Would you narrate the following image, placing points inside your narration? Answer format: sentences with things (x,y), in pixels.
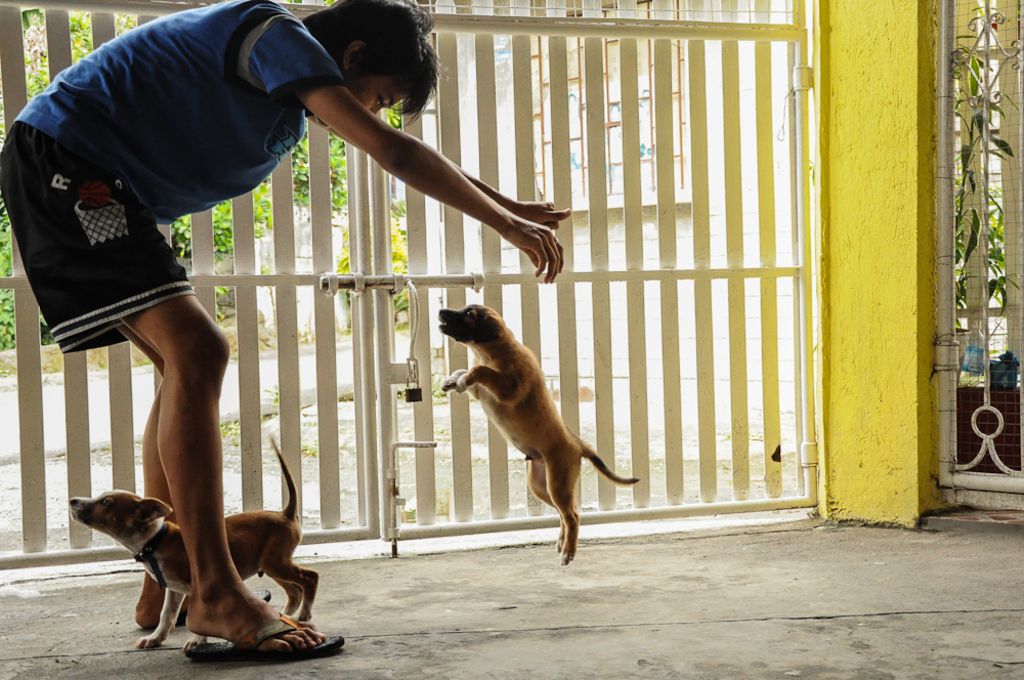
In this image, there is a person (161,148) wearing colorful clothes (185,161) and footwear (252,642). This person (299,624) is playing with dogs (170,543). There is a tree (83,31) behind this gate (488,48).
